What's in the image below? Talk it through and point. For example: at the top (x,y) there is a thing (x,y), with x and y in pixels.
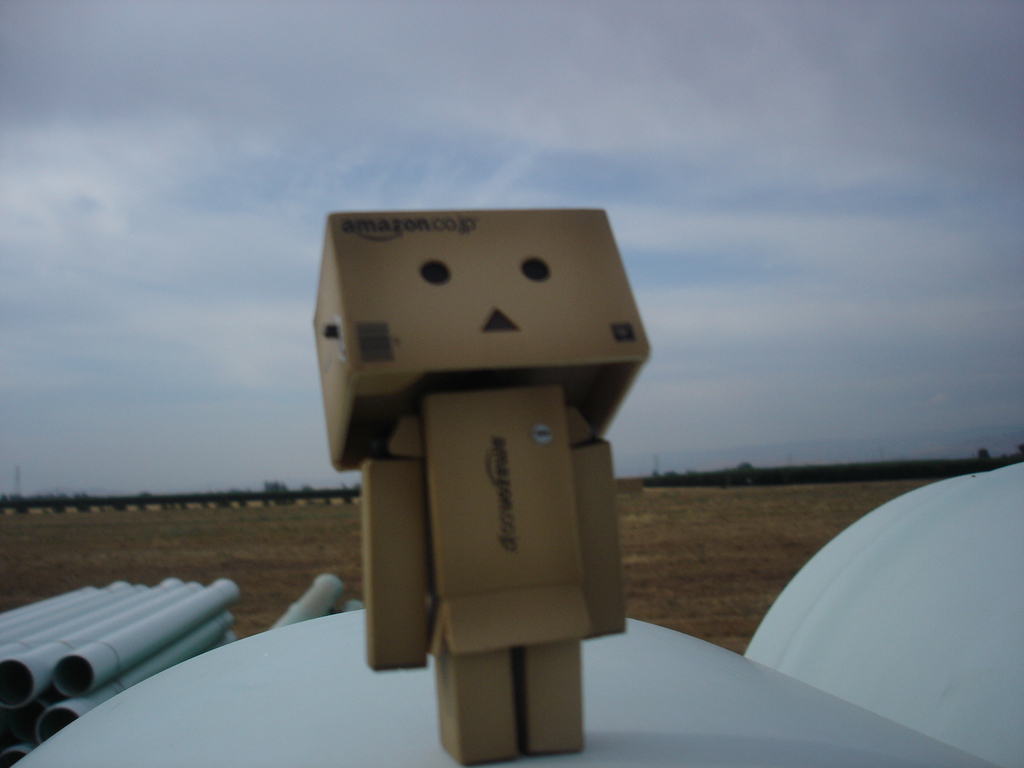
This picture is clicked outside. In the center (544,318) there is a text (388,223) on the object (517,477) which seems to be the toy (490,482) and we can see some white color objects (180,606) which seems to be the pipes (111,603) which are placed on the ground (814,507). In the background (691,161) we can see the sky (109,176) which is full of clouds (105,367) and we can see the ground (852,497) and many other objects (251,492).
